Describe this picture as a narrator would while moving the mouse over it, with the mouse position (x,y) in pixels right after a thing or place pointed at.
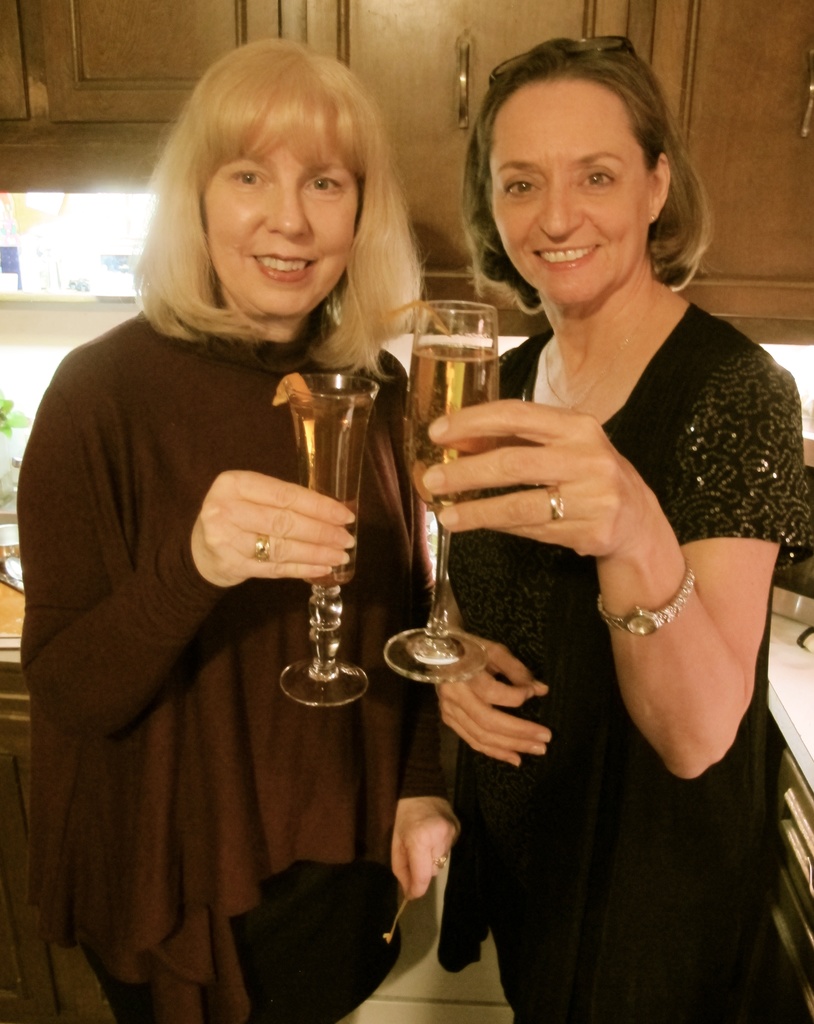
In this picture we can see there are two women (139,593) standing and holding the glasses (341,464). Behind the women (237,465), it looks like a kitchen cabinet (775,669) and on the cabinet (783,688) there are some objects (13,501). At the top of the cabinet (773,698) there are wooden cupboards (734,103).
